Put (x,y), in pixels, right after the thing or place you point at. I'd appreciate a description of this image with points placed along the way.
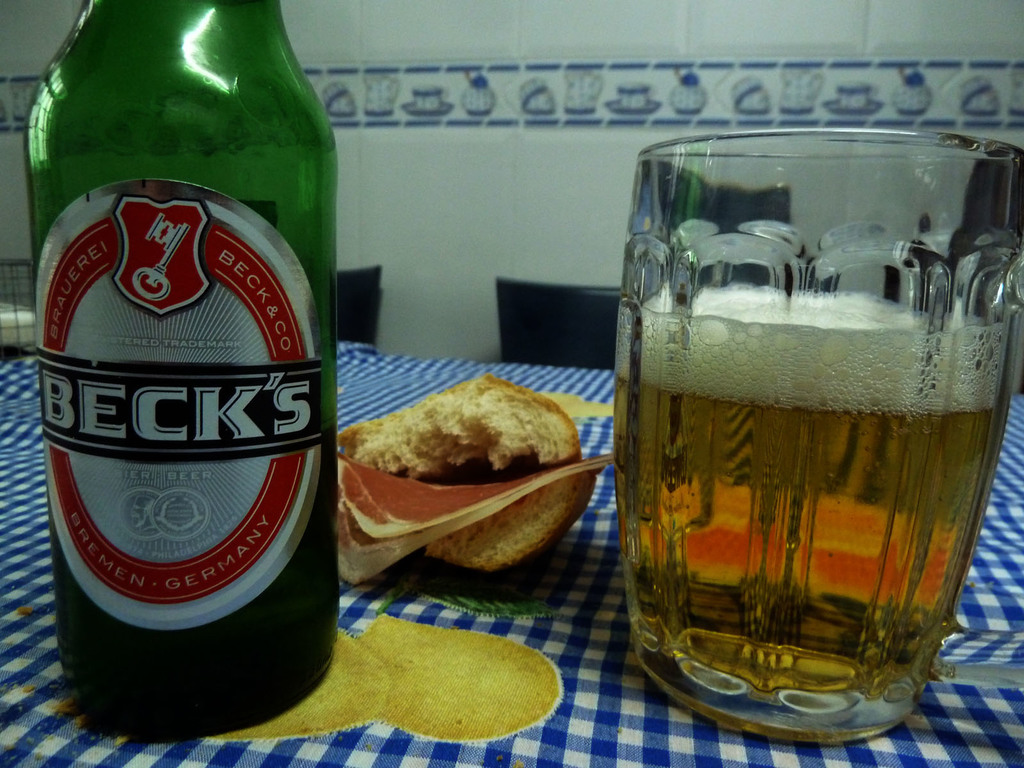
In this picture there is a beer bottle (211,630), food (425,546) and beer mug (711,565) kept on the table (547,748) which is covered with the cloth (549,648) in the background (565,169) there are tiles (545,145).
